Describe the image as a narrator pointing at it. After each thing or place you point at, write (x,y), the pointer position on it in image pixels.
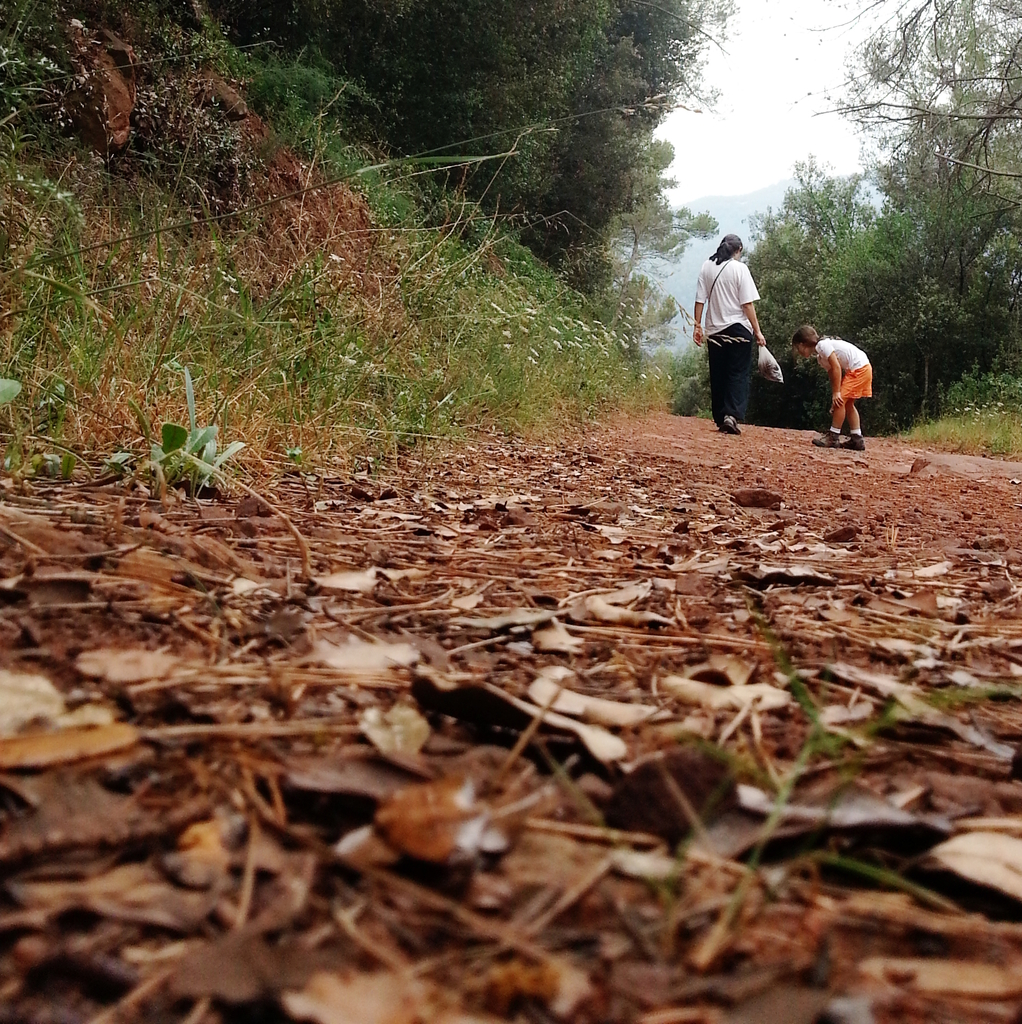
This image is taken outdoors. At the bottom of the image (448,845) there is a ground (627,524) with many dry leaves (356,561) on it. At the top of the image (311,176) there are many trees (503,15) and plants (973,381) on the ground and there is the sky (734,133). On the right side of the image (741,266) a man (746,357) is walking on the ground (820,489) and a kid (816,442) is standing on the ground (835,501).
